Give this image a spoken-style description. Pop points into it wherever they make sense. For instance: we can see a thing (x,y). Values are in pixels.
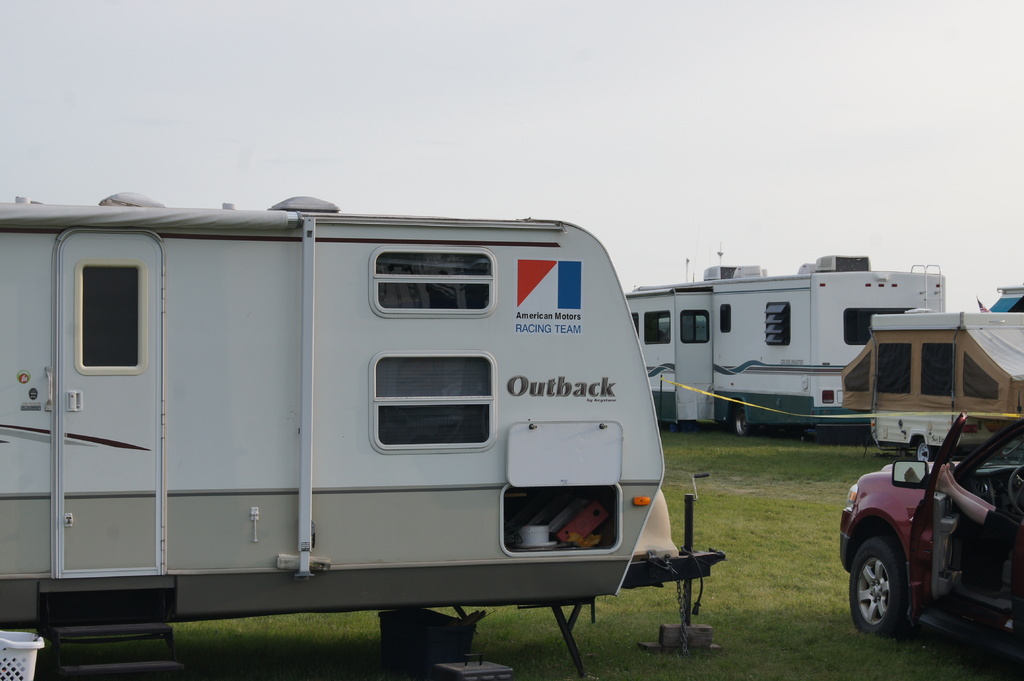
In this image, we can see some vehicles (664,324) which are parked on the ground (757,567) and the ground (796,596) is covered with grass (293,646). To the bottom right (961,525) we can see a car (867,543) which is maroon in color and we can see a person's legs (957,484) that are resting on the door (948,590) of the car (929,596).
